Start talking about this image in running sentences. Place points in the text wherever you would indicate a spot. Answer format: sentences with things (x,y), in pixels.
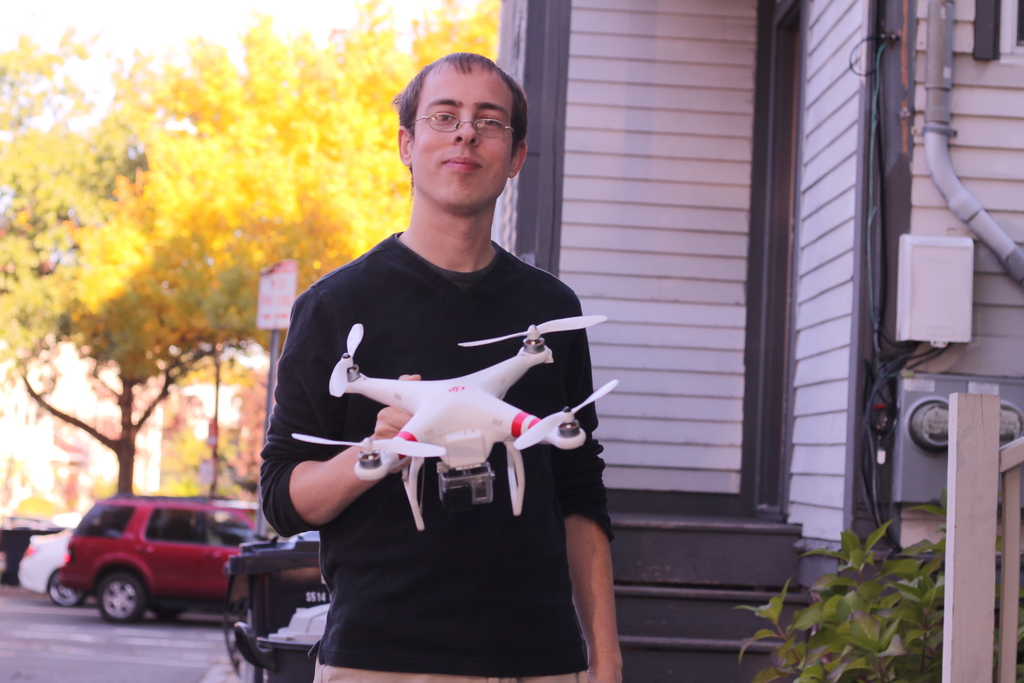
In this picture we can see a man (315,284) wearing full sleeves black t-shirt (364,309) smiling in holding a white Drone (489,482) in the hand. Behind there a wooden panel wall house (672,250) and on the left side (178,182) there are yellow color trees (144,278) and two cars (104,559) moving on the road (7,666).
